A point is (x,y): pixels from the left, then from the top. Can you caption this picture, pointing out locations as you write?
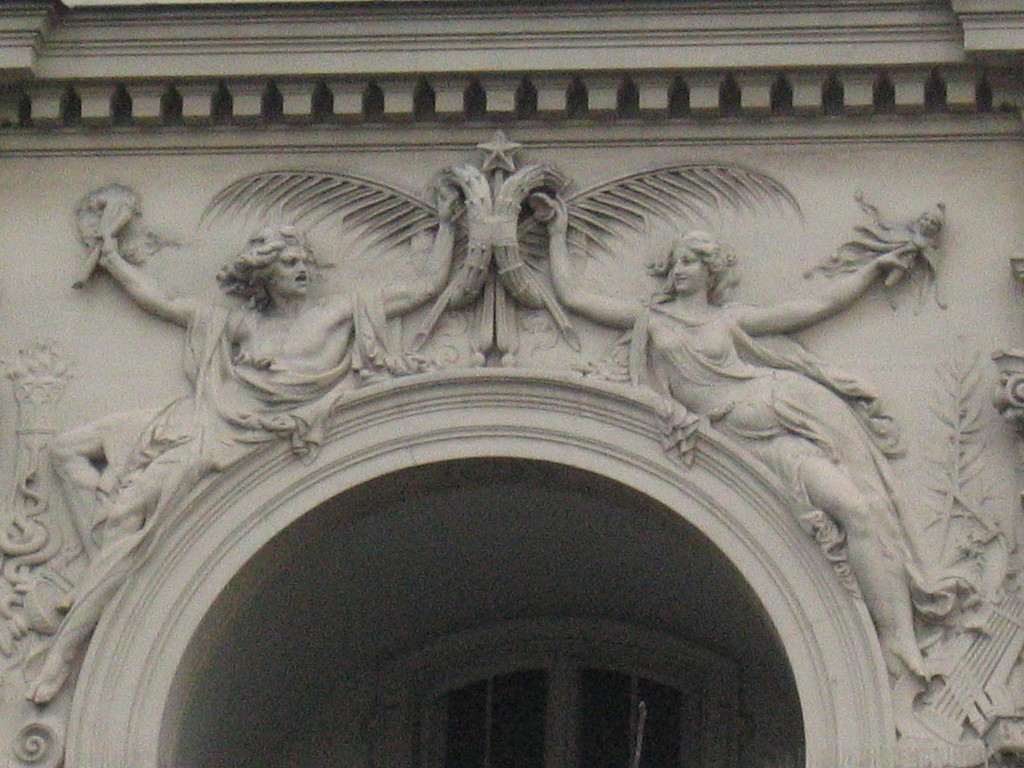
This picture is clicked outside. In the center (416,300) we can see the wall (618,91) on which we can see the sculptures (667,371) of persons (787,376) and sculptures (993,581) of leaves (611,198) and many other objects (984,645) and we can see the arch (221,524) and the window (532,713).
